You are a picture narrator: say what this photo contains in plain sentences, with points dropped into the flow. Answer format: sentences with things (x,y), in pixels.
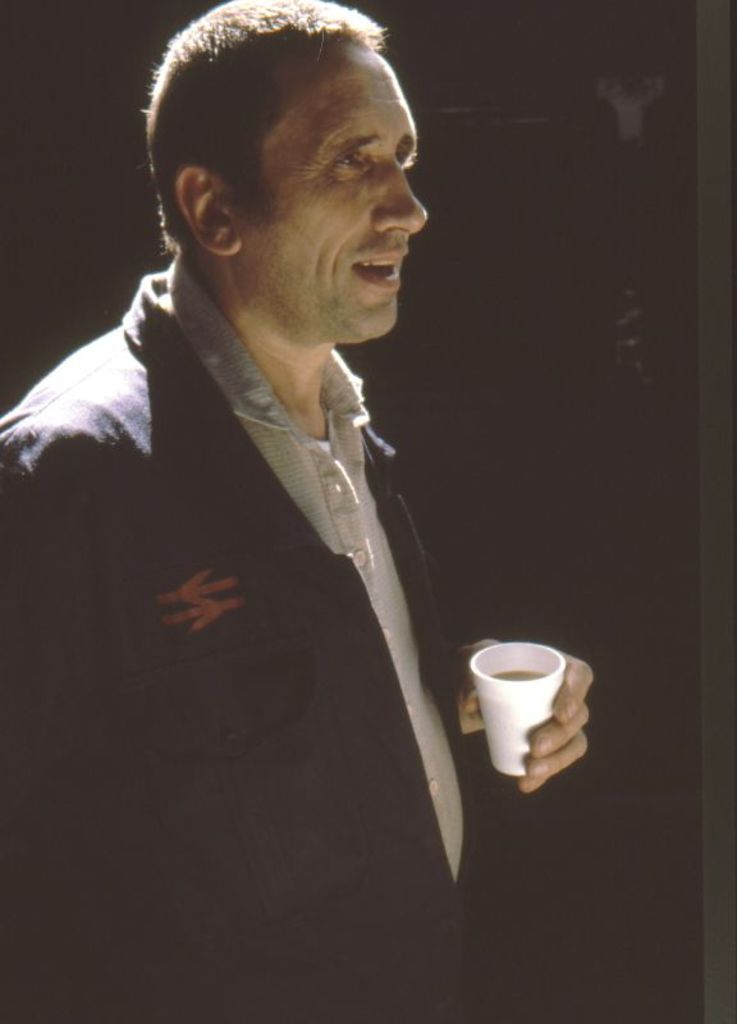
In this image I can see there is a person (363,531) standing and holding a cup (517,701) with drink (527,674). And at the back (506,138) it looks like a dark.
